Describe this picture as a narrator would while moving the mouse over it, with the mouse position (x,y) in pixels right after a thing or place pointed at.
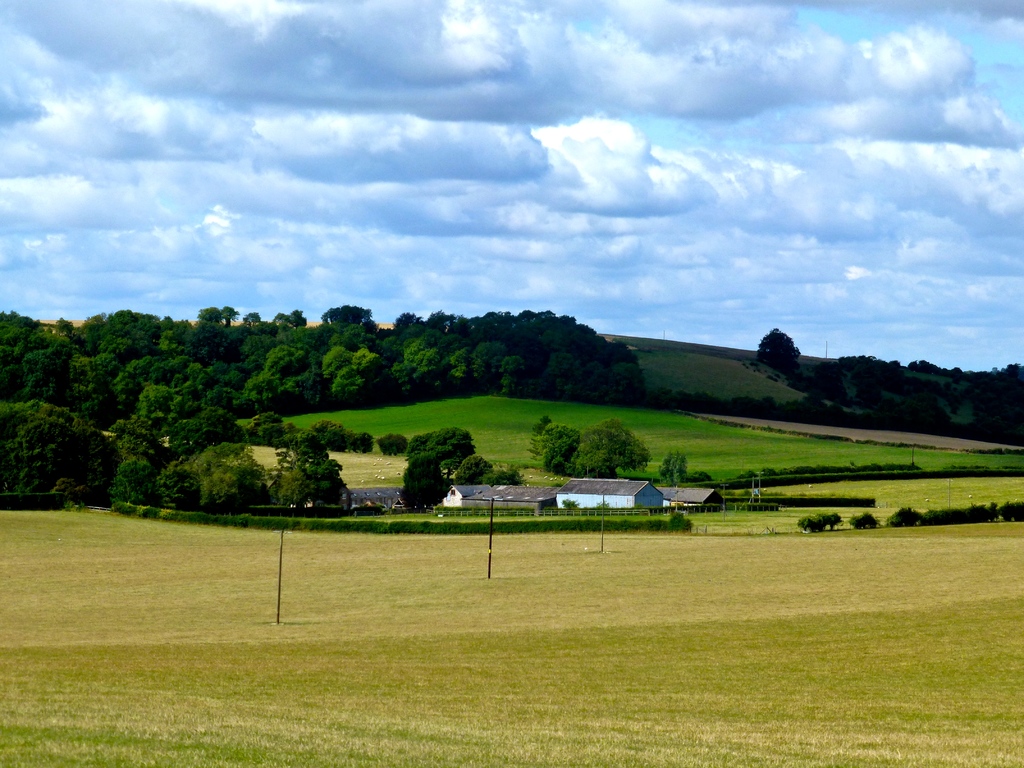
This picture is clicked outside. In the center (590,499) we can see the houses (638,489) and we can see the plants (359,511), metal rods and the ground (698,457) is covered with the green grass (648,472). In the background (173,202) there is a sky (260,224) which is full of clouds (173,202) and we can see the trees (497,364).
